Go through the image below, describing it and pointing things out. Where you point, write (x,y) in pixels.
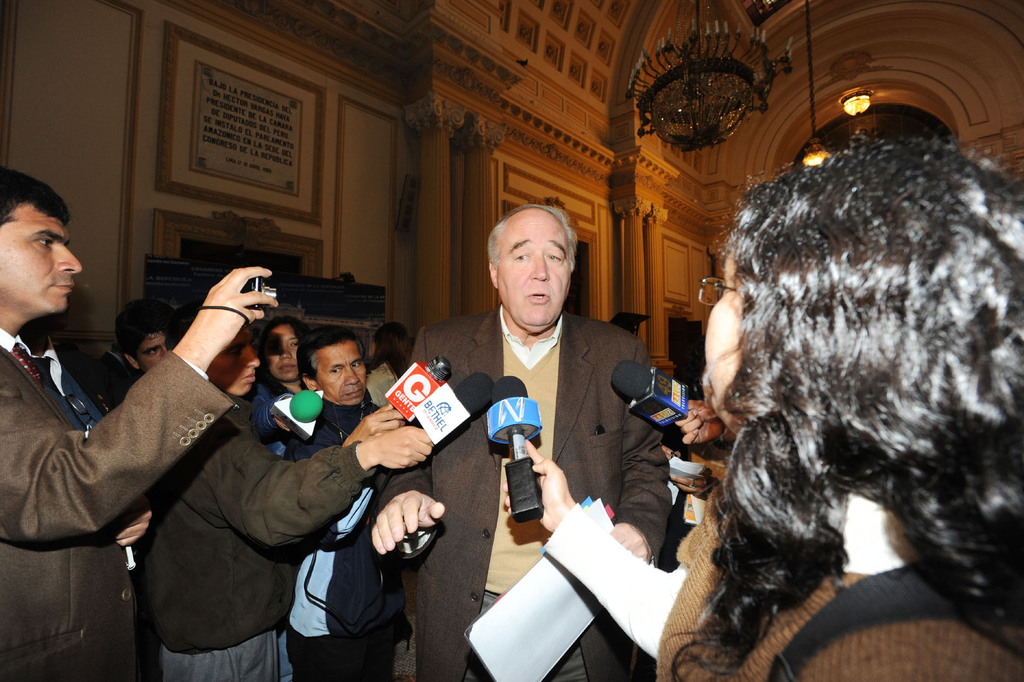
This image is taken indoors. In the background (680,312) there are a few walls (605,226) with carvings (533,113). There are a few pillars (632,246). There are a few picture frames (163,169) and there is a board (227,123) with a text (281,128) on it. At the top of the image (562,51) there is a roof (554,37) and there is a chandelier (660,54) and there are two lamps (816,162). On the right side of the image (686,484) there are a few people (673,576) standing and holding mics (489,412) in their hands (720,432). In the middle of the image (474,448) a man (460,437) is standing and talking. He is holding a paper (554,586) in his hand (617,528). On the left side of the image (159,430) a few people (211,442) are standing and they are holding mics (402,419) in their hands (382,407) and a man (202,362) is holding a camera (261,289) in his hand (220,336) and clicking pictures.
